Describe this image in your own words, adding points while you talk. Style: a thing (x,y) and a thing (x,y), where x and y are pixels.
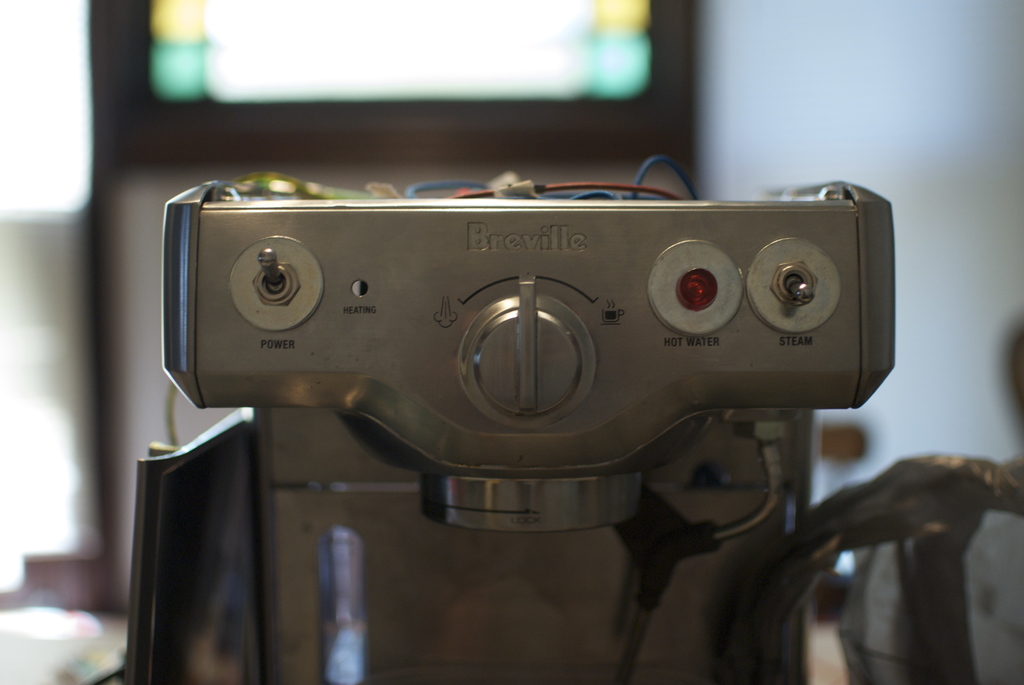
In this image I can see there is a coffee machine (548,340), in the foreground of the image (425,526) and it has knobs (279,296) and there are wires (623,188) on top of it. The backdrop of the image (246,18) is blurred.
